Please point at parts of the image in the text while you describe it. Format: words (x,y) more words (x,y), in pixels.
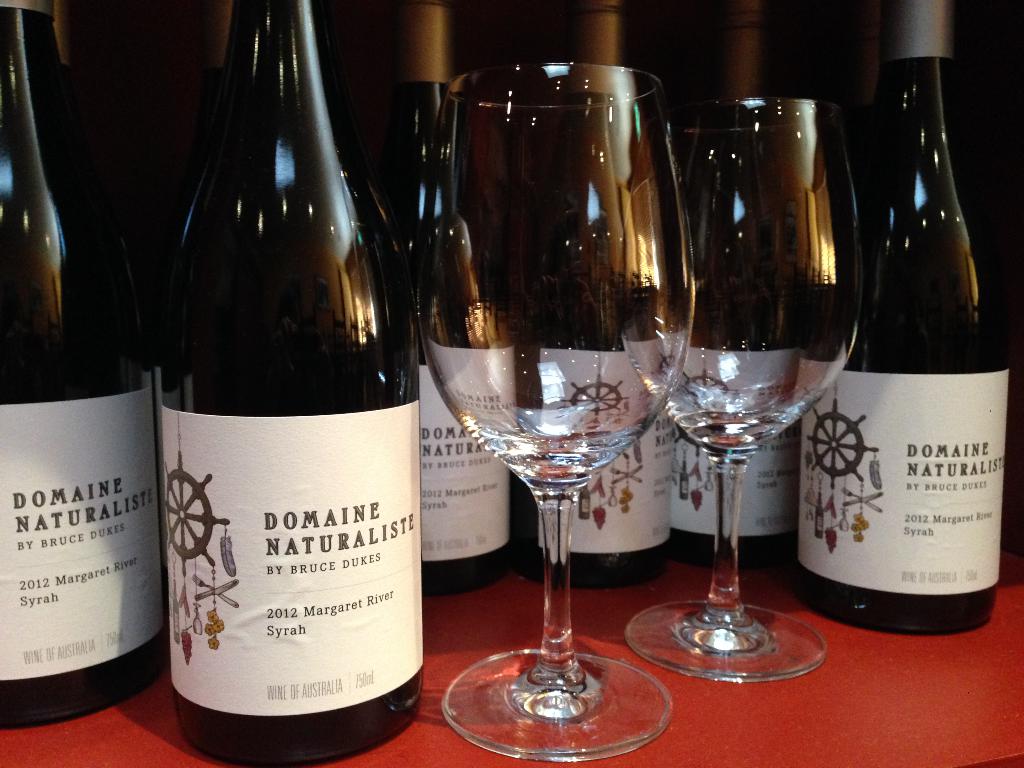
In this picture we can see there are some bottles (25,217) and two wine glasses (535,357) on a red object (769,696).
